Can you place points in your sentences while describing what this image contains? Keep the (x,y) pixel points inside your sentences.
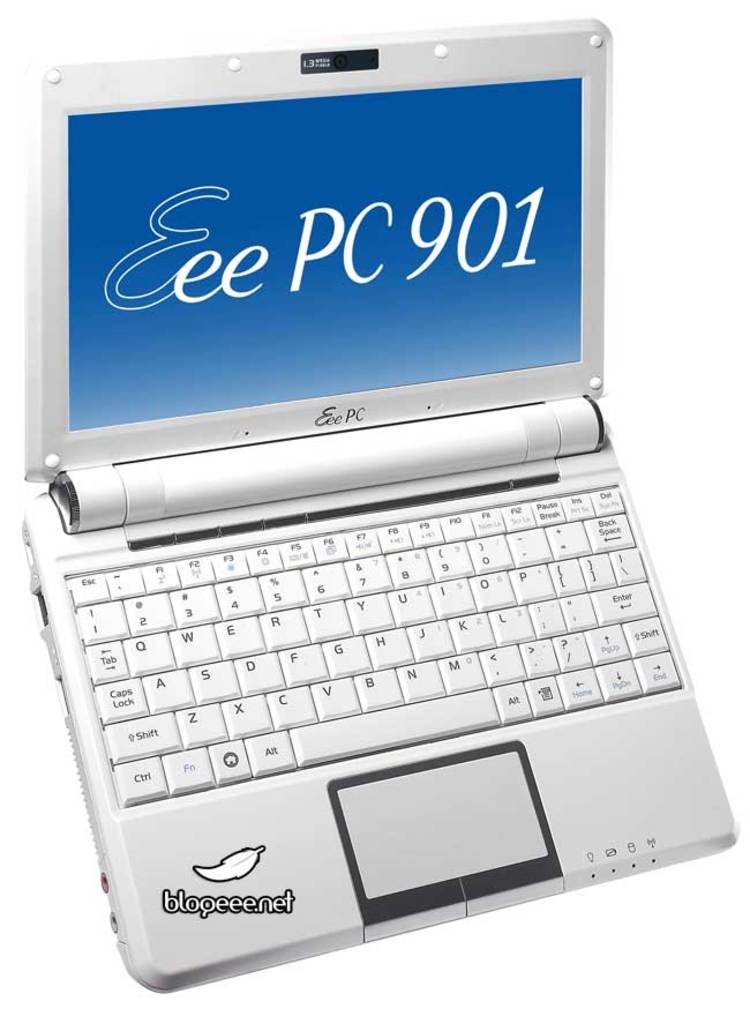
In this picture we can see a laptop (160,638) and in the background (30,688) we can see white color.
